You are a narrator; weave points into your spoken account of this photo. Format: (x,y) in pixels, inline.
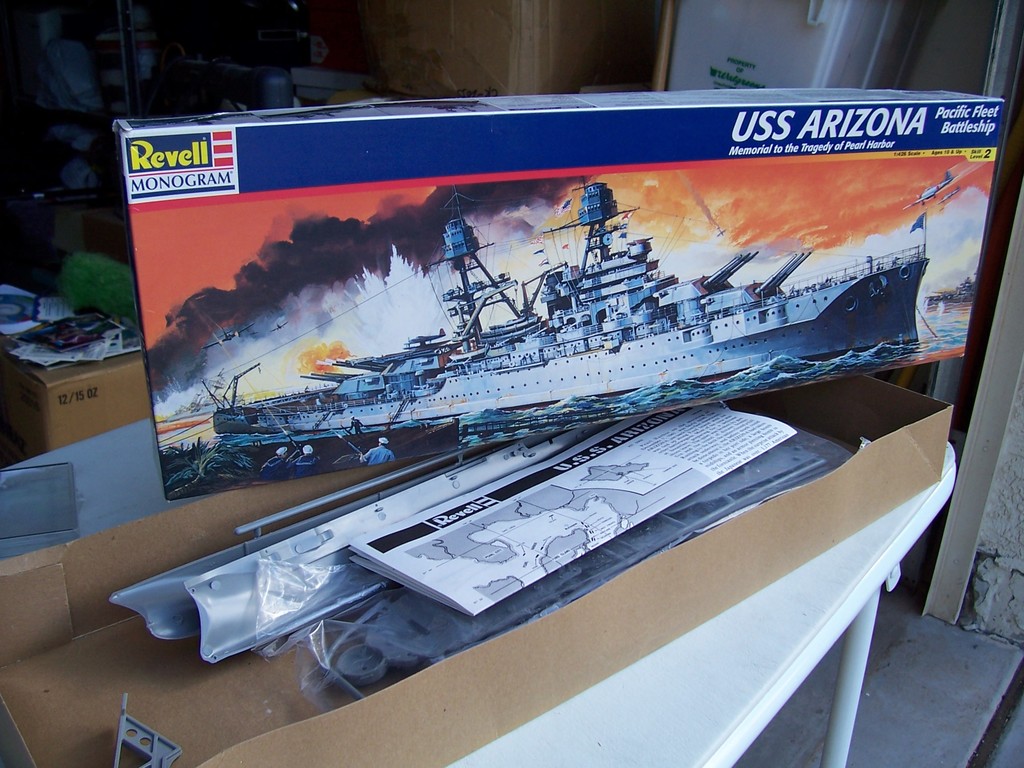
In this picture I can see cardboard boxes (359,453), papers (56,311), there is a table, and in the background (244,53) there are some objects (278,58).
